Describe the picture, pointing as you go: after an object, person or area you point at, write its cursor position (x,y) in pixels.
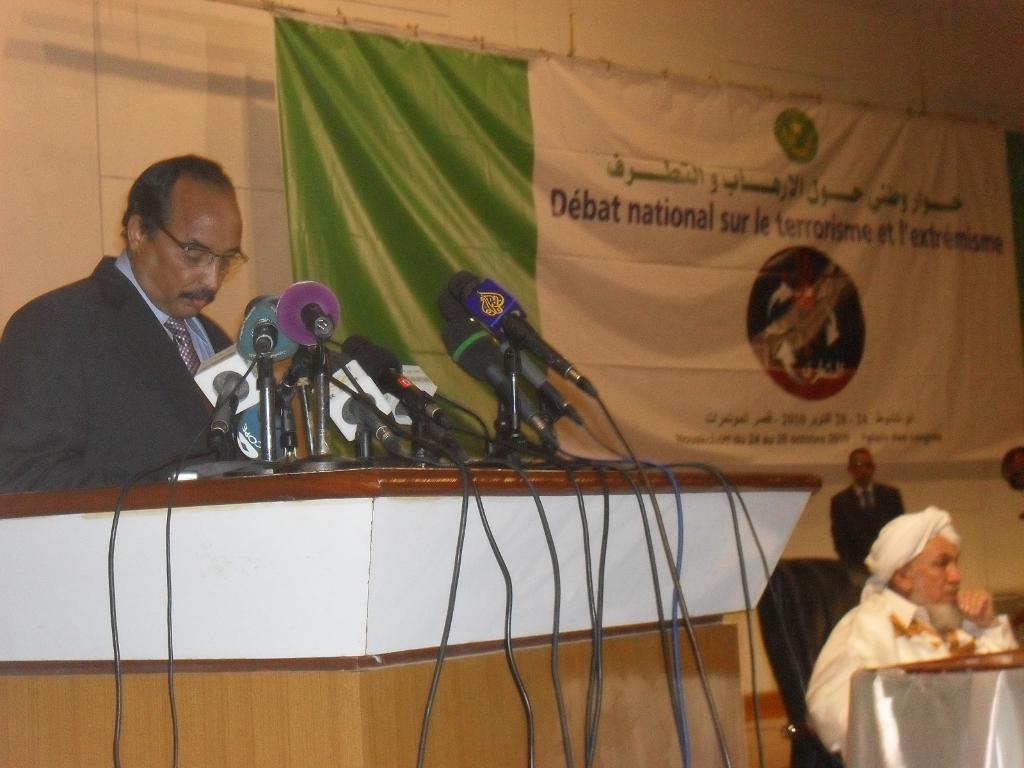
In this image in the front (374,616) there is a podium (430,617) and on the podium (346,605) there are mics (348,401), wires (401,430) and there is a man (132,346) standing. On the right side (900,580) there is a person (856,628) sitting on a chair (823,631) and there is a man (857,503) standing. In the background (668,223) there is a banner (641,236) with some text (687,217) written on it which is green and white in colour.
